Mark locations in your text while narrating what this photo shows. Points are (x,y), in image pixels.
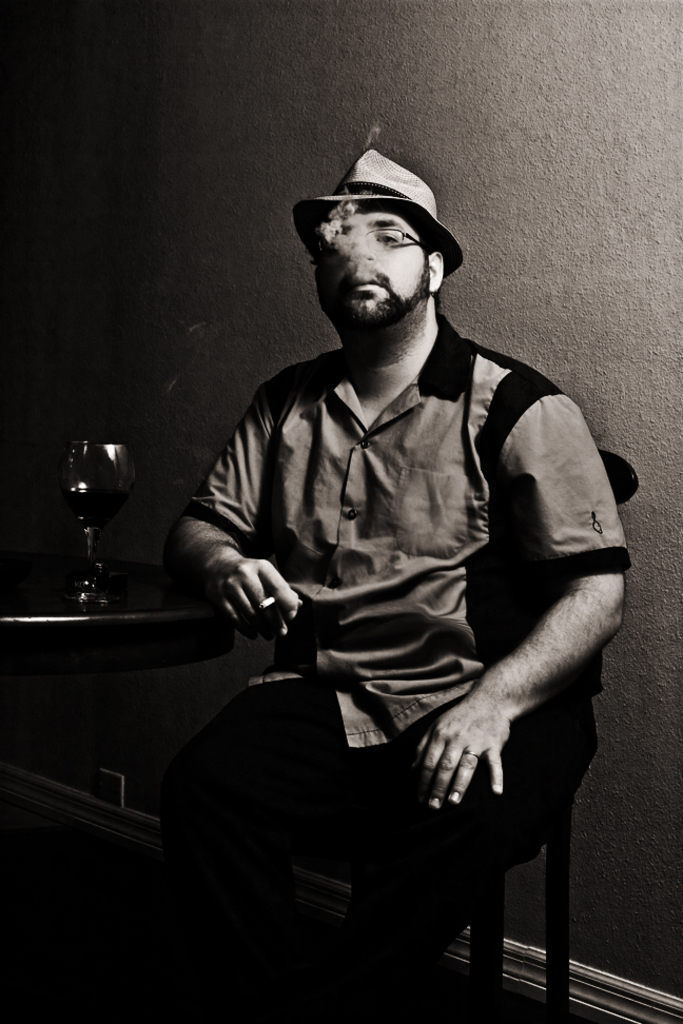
In the picture we can see a man (524,715) sitting on the chair (475,990) near the wall (600,339), he is holding a cigarette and keeping his hand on the table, and on the table (24,624) we can see a glass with wine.
